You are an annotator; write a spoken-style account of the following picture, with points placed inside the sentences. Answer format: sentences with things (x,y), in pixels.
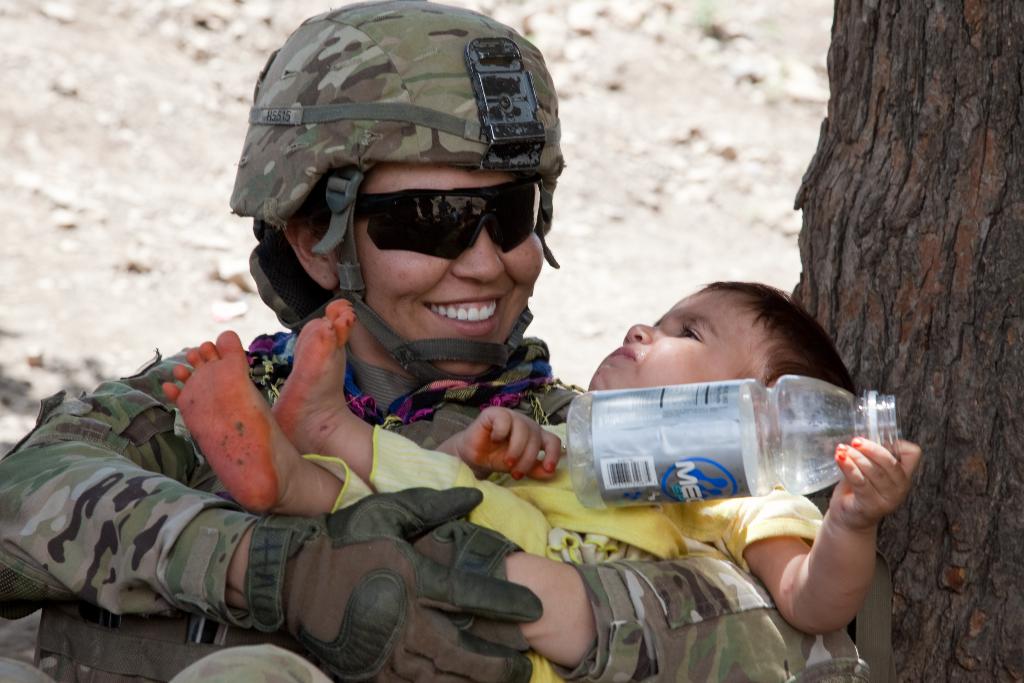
In this picture one woman (417,553) is wearing a uniform (131,500), cap (322,56) and glasses (510,220) and she is holding a baby (654,351) with her hands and a bottle (638,453) is present in the baby hands (855,469), beside him there is a tree (932,157).
